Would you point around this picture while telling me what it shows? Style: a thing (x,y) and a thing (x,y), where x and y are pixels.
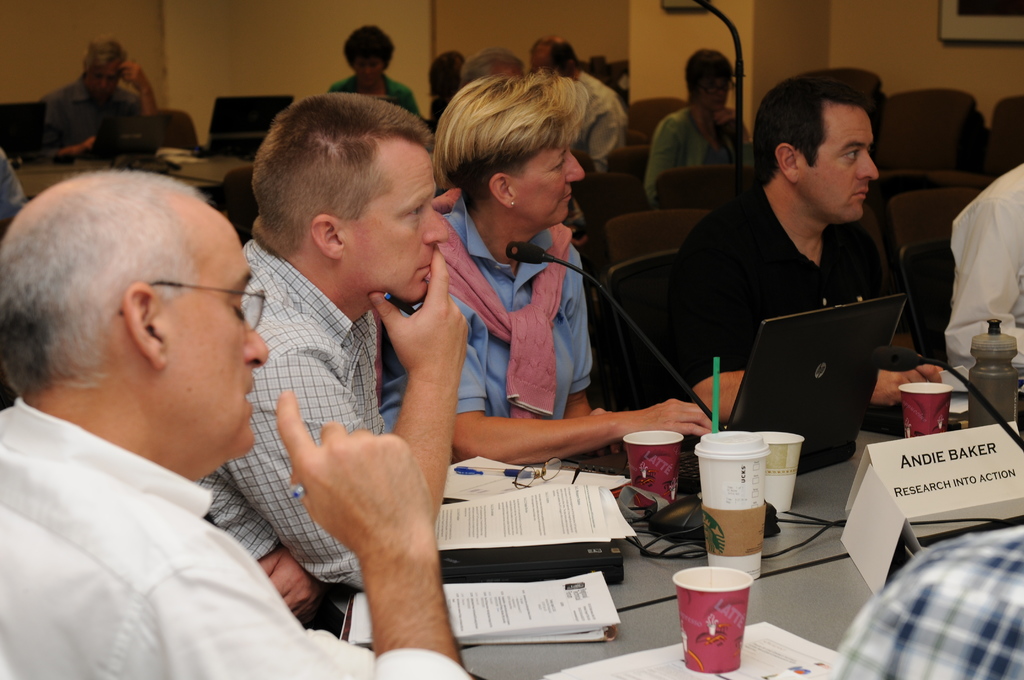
In this image there are people (103,632) sitting on chairs (609,172) at the table (622,595). In the foreground (618,593) there is a table (662,568). On the table (631,564) there are glasses (657,483) papers (499,501), pens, cable wires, name boards (958,477), a bottle (1004,359) and a laptop (812,388). There are microphones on the table (890,426). In the background (508,39) there is a wall (528,21). In the top right (974,29) there is a picture frame (965,28) on the wall (928,30).
